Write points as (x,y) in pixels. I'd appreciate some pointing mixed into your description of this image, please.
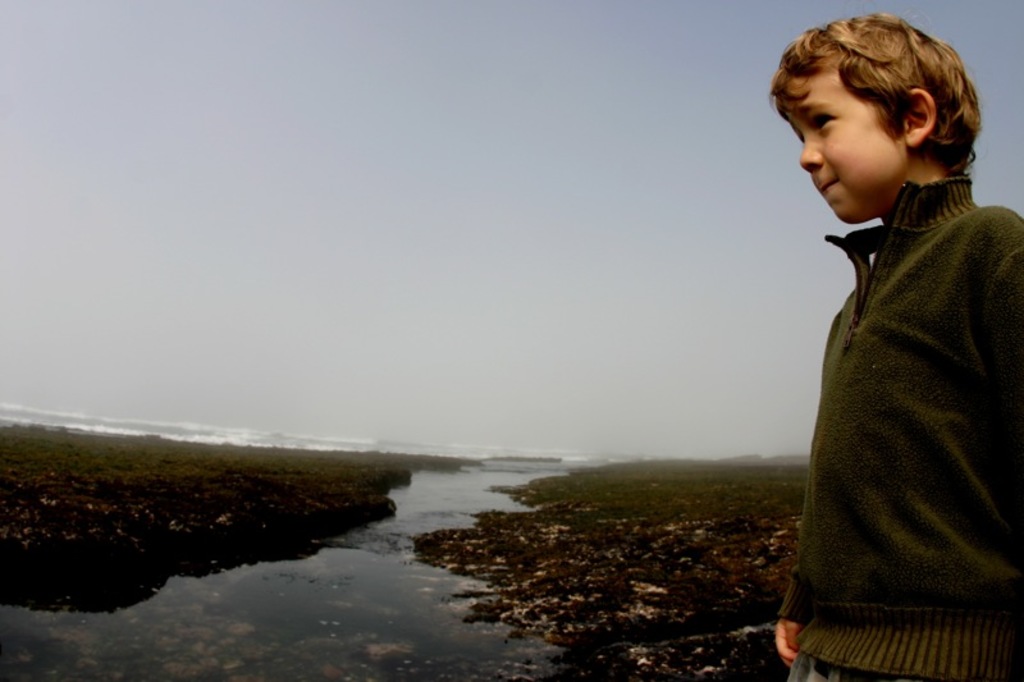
In this image I can see on the right side (829,424) there is a boy (893,46), he wore green color sweater (902,431), in the middle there is water (402,535). At the top (493,175) it is the sky (540,214).
